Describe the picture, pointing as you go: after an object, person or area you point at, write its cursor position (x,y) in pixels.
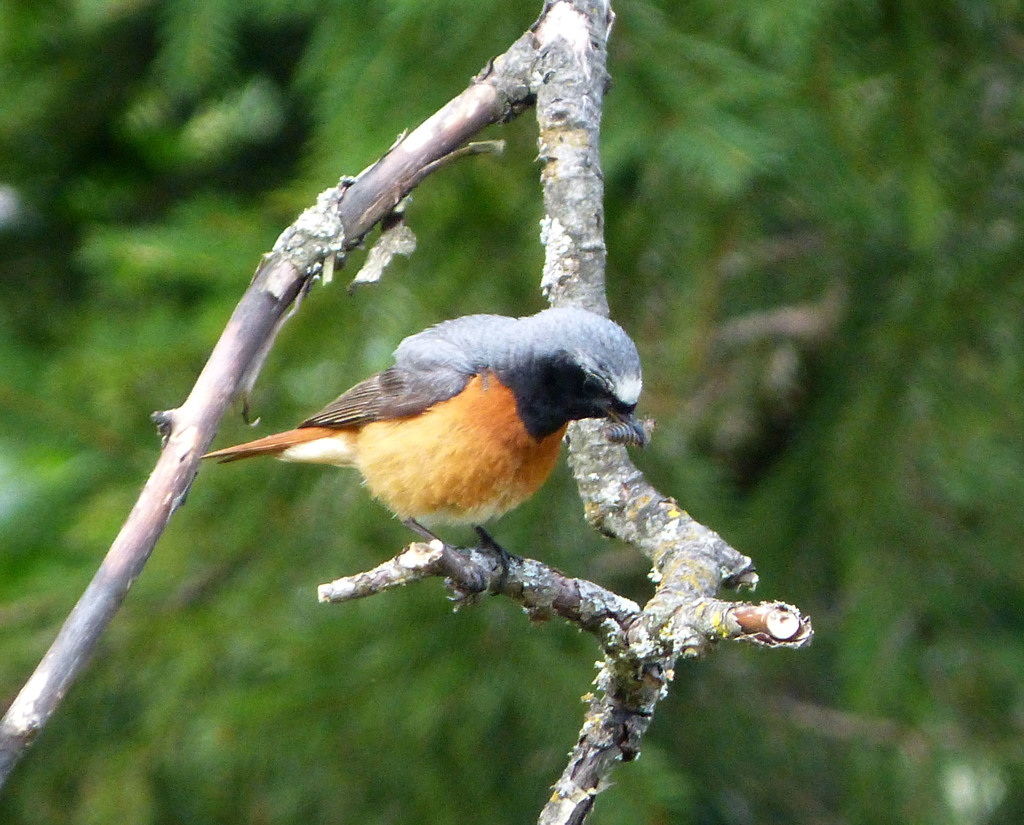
In this image we can see a bird (458,506) which is of yellow and black color is on the branch (668,577) of a tree (371,261) and in the background (517,263) image is blur.
